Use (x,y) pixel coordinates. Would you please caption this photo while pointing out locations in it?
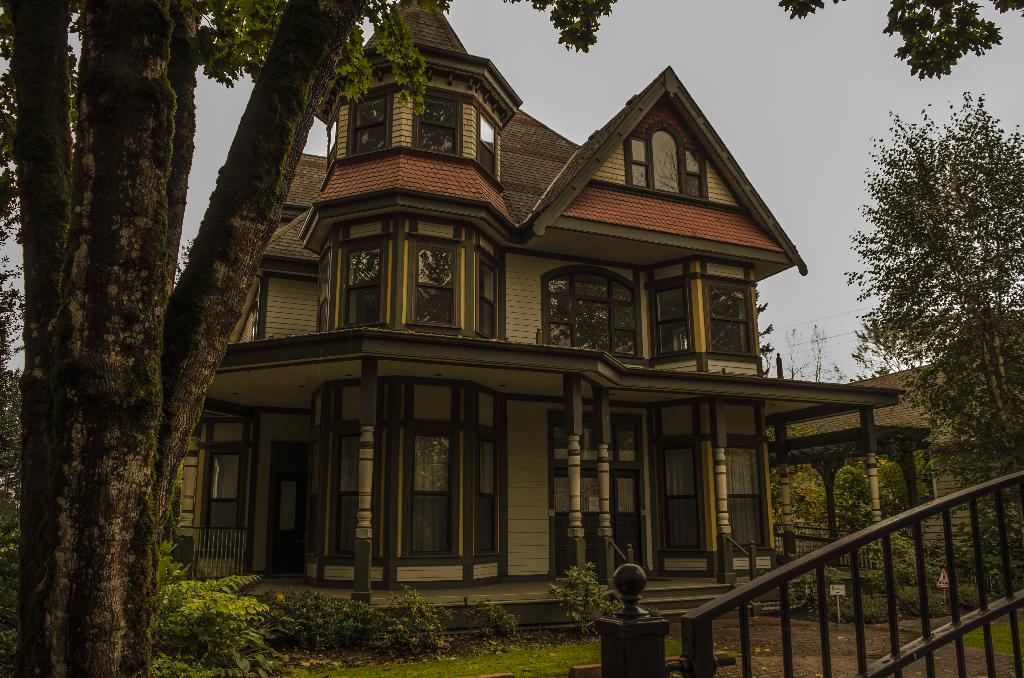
In the image we can see yellow color building (519,391) with red color rooftop (645,217). On the top (788,55) there is sky (703,49) and in the front (179,367) there are some trees (928,327) and plants (275,638).
